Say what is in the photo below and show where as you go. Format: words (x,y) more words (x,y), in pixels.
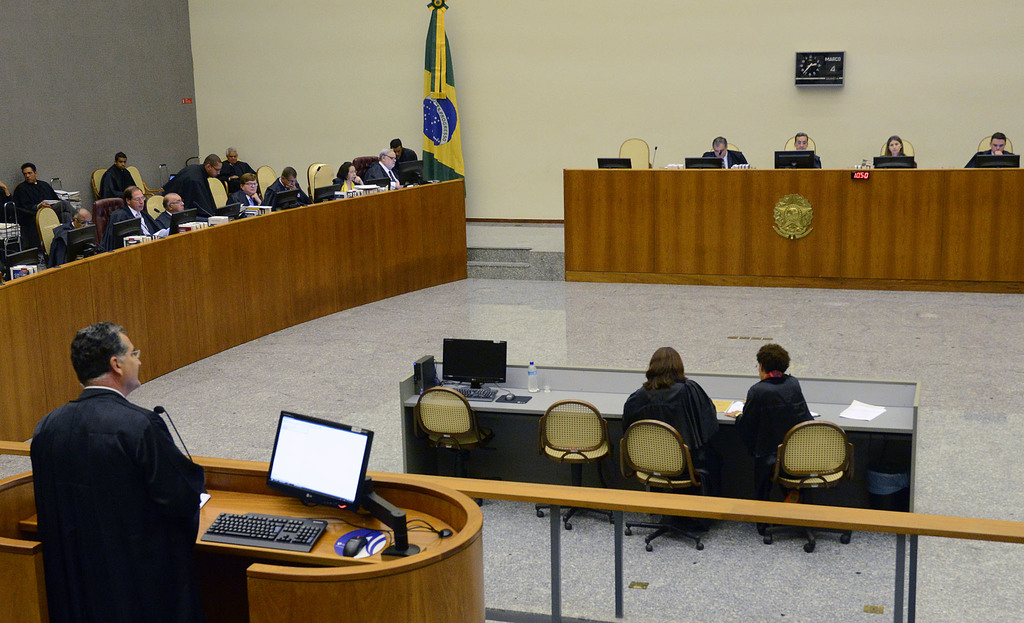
There are many people (663,351) sitting on chairs (563,444). Also there are tables (528,453). On the tables (521,379) there are computers (79,243), keyboards (251,519), mouse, mics (202,209), bottle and many other items (196,226). In the back (447,112) there is a flag (435,117). Also there is a clock (801,55) on the wall (667,103).
